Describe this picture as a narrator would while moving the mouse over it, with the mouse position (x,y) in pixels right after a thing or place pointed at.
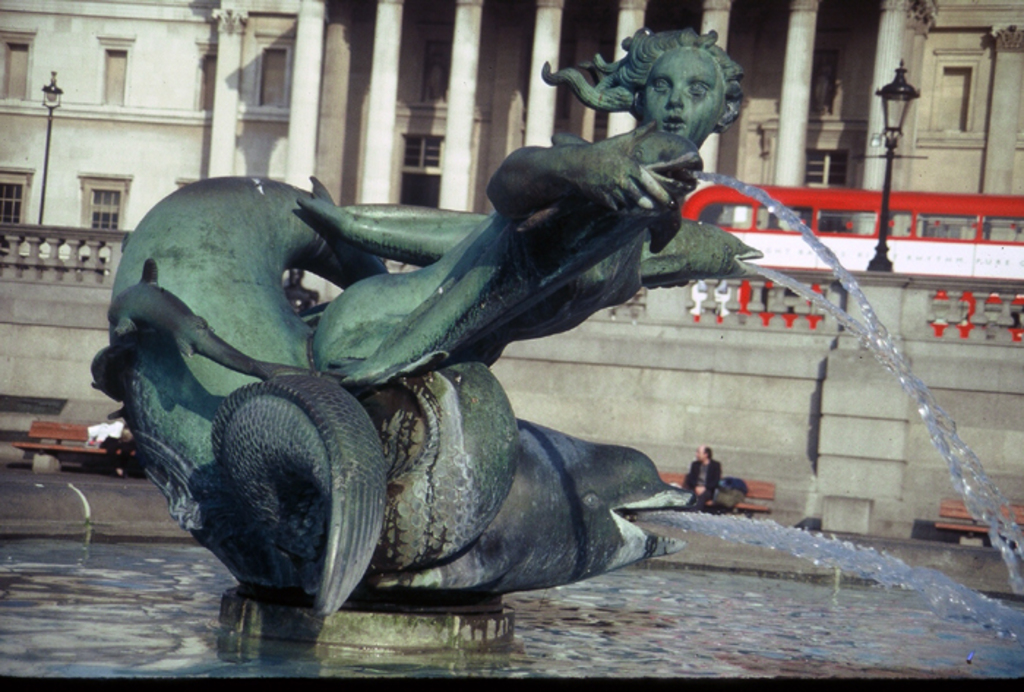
In this image, I can see a sculpture fountain (553,481). At the bottom of the image (502,653), there is water (672,677). In the background (314,132), I can see light poles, a vehicle (861,244), a building (919,122) with pillars (379,88) and there are two persons (122,428) sitting on the benches (759,498).
